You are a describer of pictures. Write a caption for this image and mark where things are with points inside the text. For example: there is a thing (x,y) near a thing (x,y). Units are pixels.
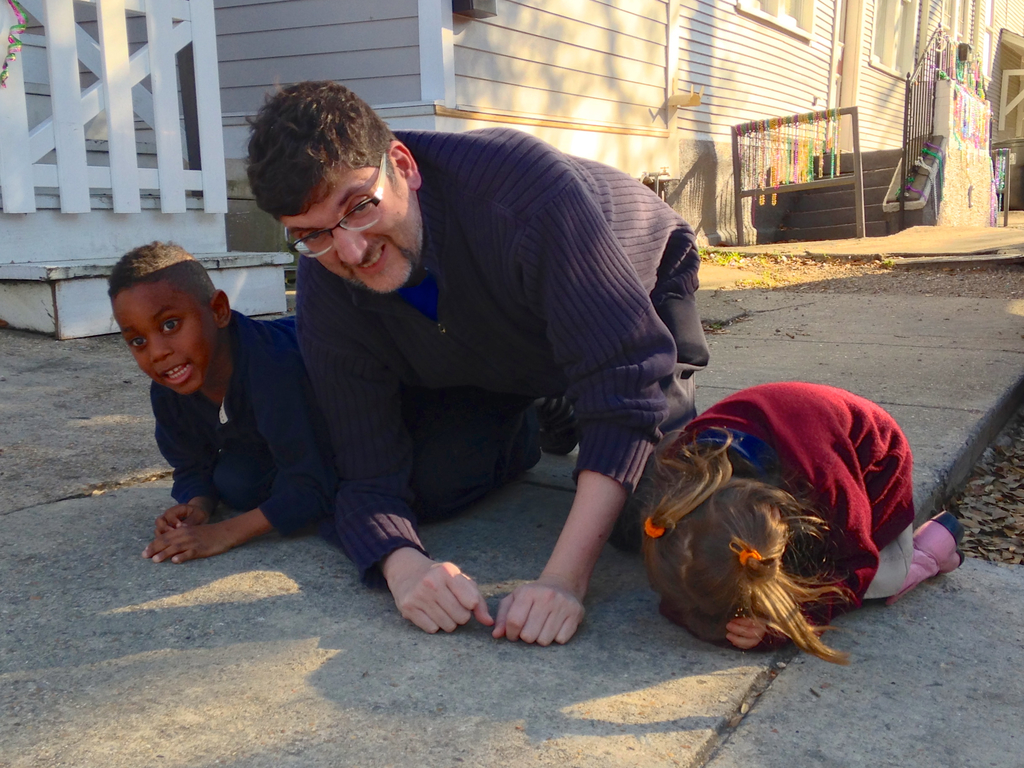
In this picture there are people (594,210) and we can see leaves (1023,491) and railing (211,112). In the background of the image (594,36) we can see wall (771,51), railing (920,88), steps (882,165), windows (738,1) and objects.
